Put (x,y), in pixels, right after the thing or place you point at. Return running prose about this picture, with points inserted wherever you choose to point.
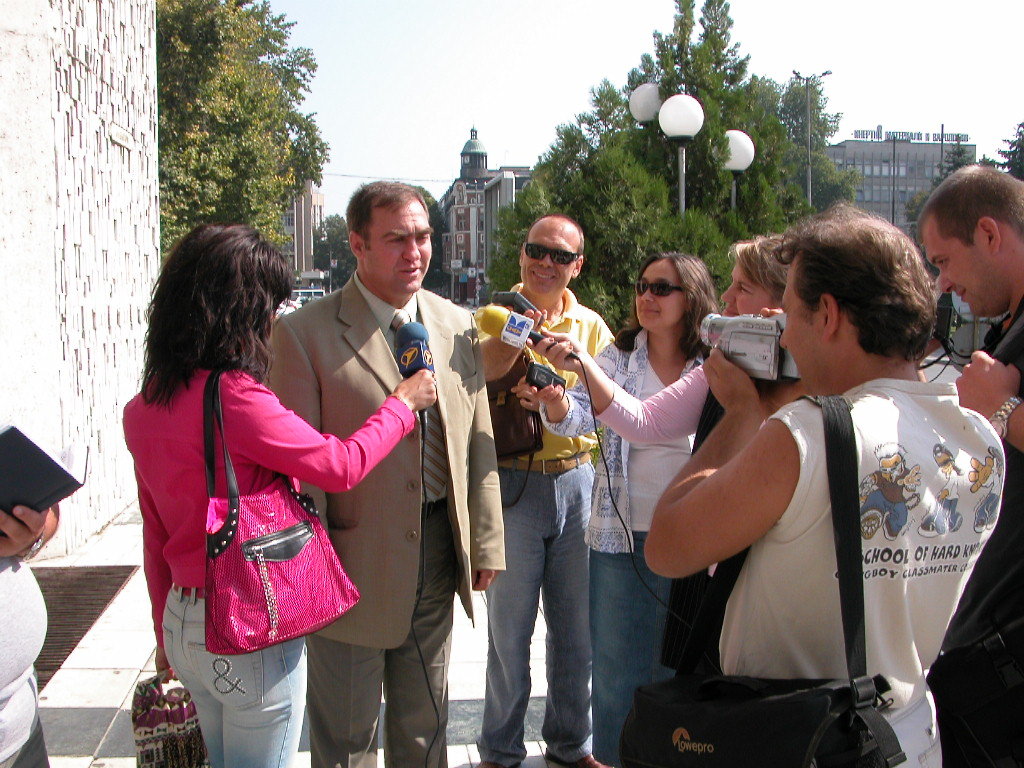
In the front of the image (268,521) I can see people (902,583). Among them few people (662,392) are holding mics (526,319), few people (539,322) wore bags (817,695), one person (826,370) is holding a camera (760,339) and another person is holding a book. In the background of the image (823,153) there are light poles (742,140), buildings (865,153), trees (763,148), wall (62,120), sky (433,94) boards (464,266) and objects (286,305).
